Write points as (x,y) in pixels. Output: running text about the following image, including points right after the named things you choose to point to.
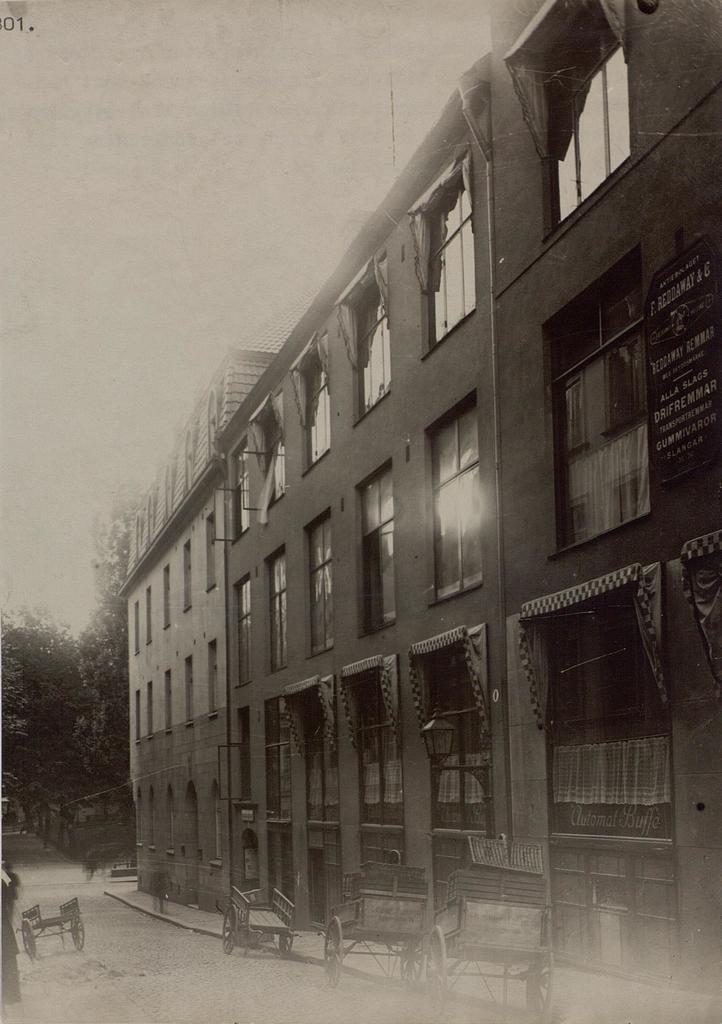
In this image I can see few carts (76,938), building (380,581), number of windows (594,378), a board (672,319), few trees (30,735) and I can see something is written on this board (678,390). I can also see this image is black and white in colour.
